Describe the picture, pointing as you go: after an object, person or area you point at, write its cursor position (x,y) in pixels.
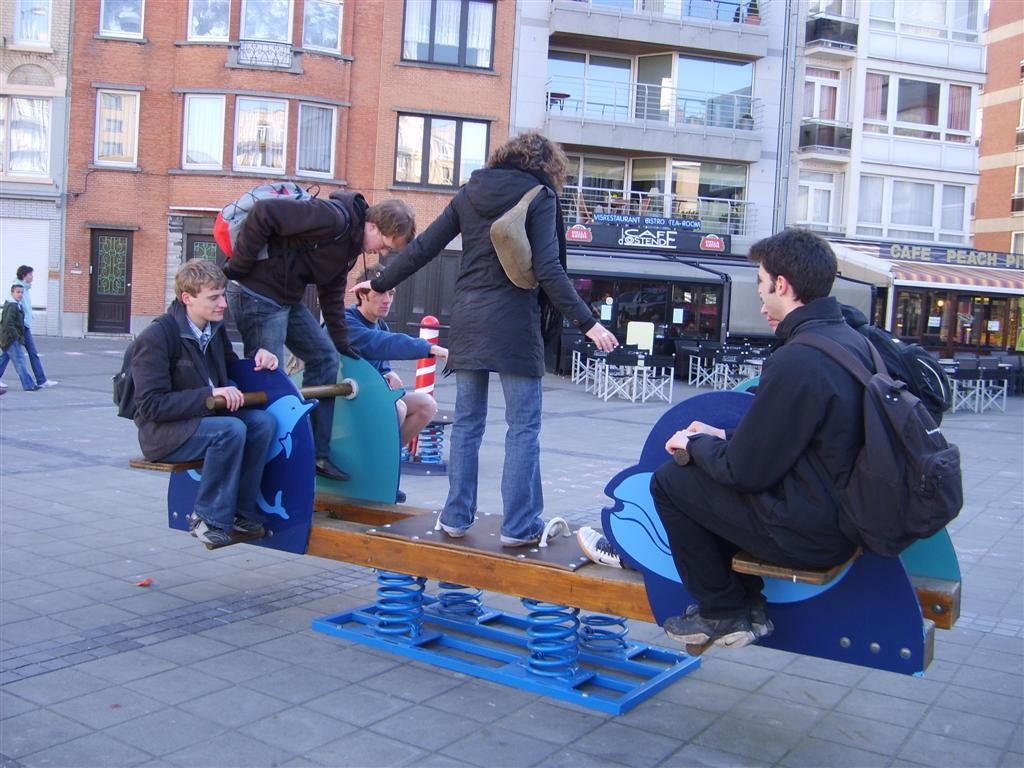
In this picture we can see the group of friends (225,424) wearing black coat (158,414) and blue jeans (216,492) sitting on the seesaw bridge (495,561). In the center (481,285) we can see a girl (525,346) wearing black jacket (525,355) and jeans (519,429) standing on the seesaw bridge (285,527). Behind there is a brown color building (315,36) with glass windows (475,143) and some shops (735,300).
